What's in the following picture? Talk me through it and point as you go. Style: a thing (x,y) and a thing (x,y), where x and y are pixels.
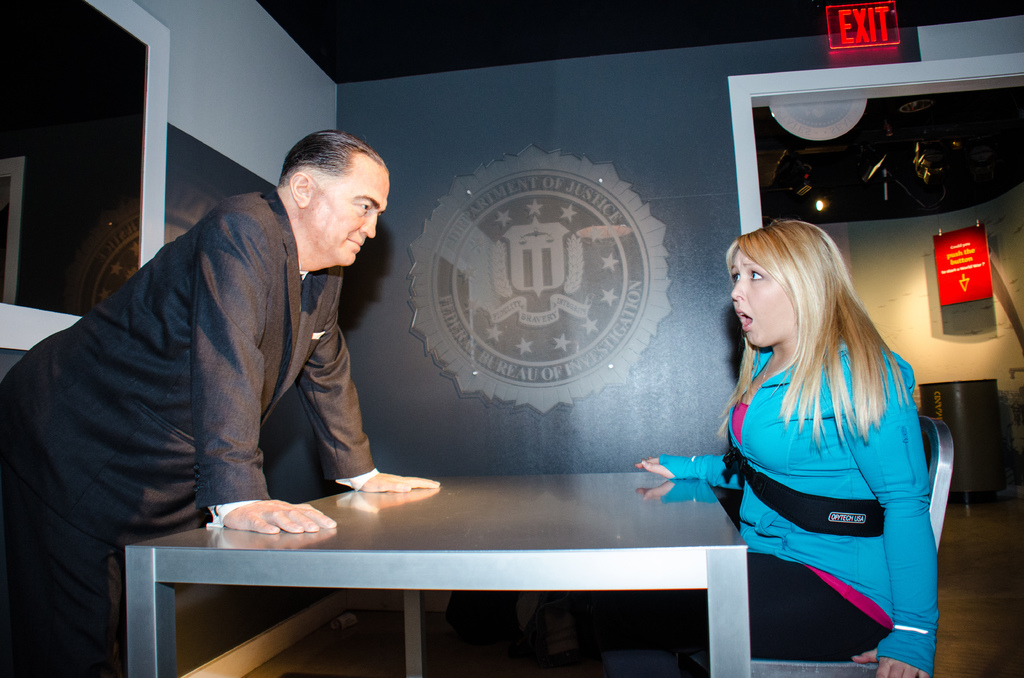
In this image there are two person (768,469). The woman (858,546) is sitting on the chair (856,665). In front of the person (812,482) there is a table (471,540). At the background (862,252) there is a wall (895,267) and a exit sign board (859,28).
